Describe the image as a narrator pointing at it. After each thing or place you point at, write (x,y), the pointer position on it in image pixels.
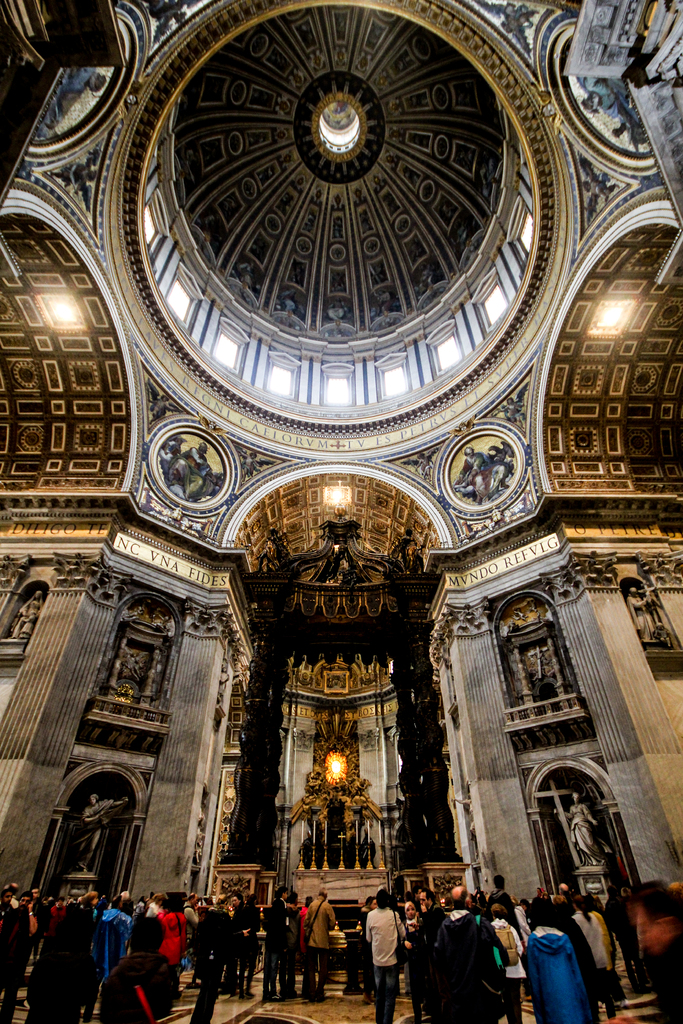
In this picture I can see the inside view of a building (393,370). There are group of people (59,975) standing. I can see lights (336,771), sculptures (323,795), candles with the candles stands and some other objects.
